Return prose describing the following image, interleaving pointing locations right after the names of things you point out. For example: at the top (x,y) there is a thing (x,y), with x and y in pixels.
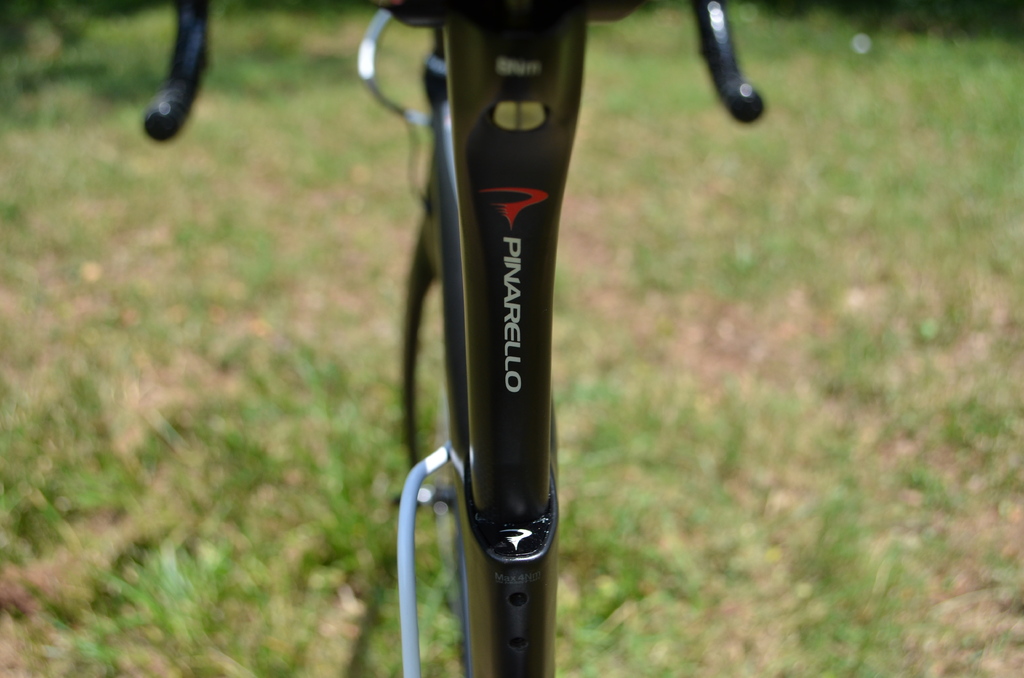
The picture is clicked outside. In the center (535,268) we can see the black color metal objects (507,89) seems to be a bicycle (477,473). In the background (874,101) we can see the ground (266,286) and the green grass (181,344).
